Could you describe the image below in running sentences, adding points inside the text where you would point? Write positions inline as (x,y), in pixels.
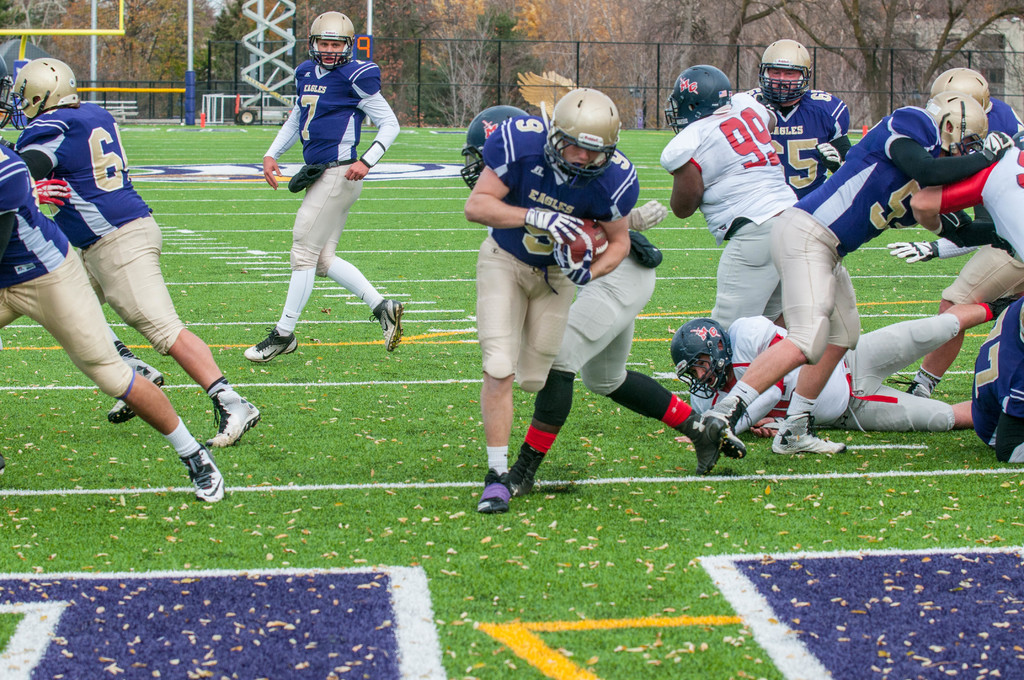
In this picture we can see some people (569,263) are playing and wearing sport dress (59,276), shoes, gloves (581,261), helmets (947,80). In the center of the image (619,248) we can see a man (616,261) is holding a ball (597,235). In the background of the image (663,275) we can see the ground (407,427) and dry leaves (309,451). At the top of the image (304,38) we can see the trees (716,53), mesh (621,80), rods (221,108), vehicle (246,121), divider cone (204,117), bench (132,102) and a building (1010,69).
